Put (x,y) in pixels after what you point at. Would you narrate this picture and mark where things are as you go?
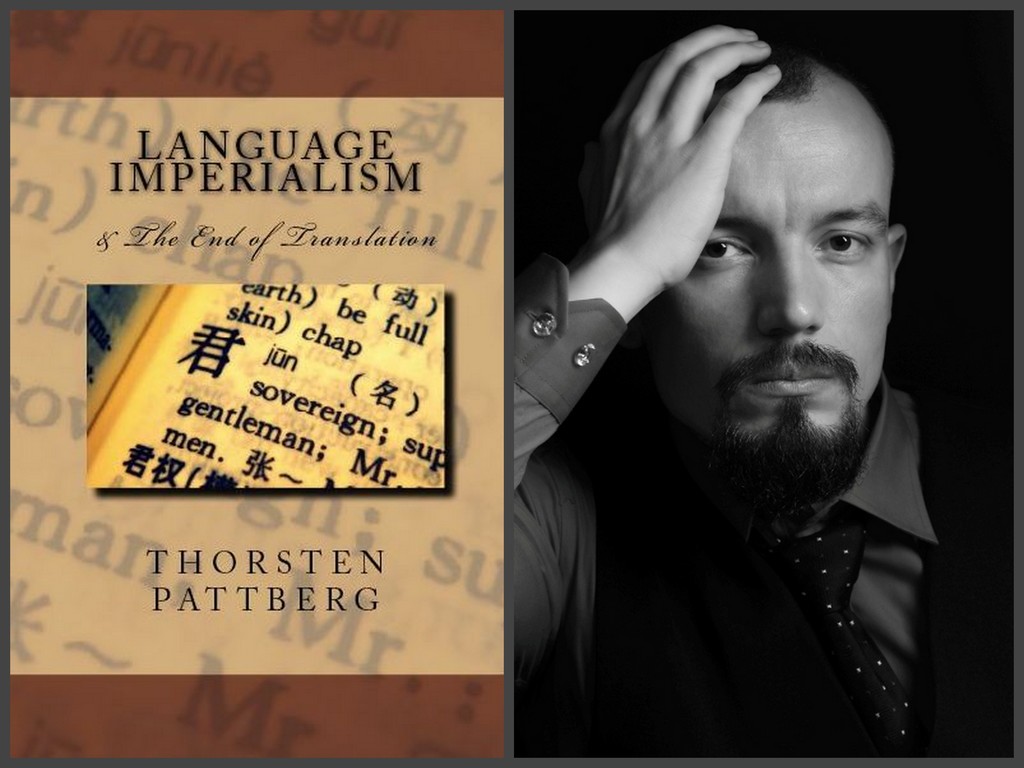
In this image we can see a collage of pictures. On the right side of the image (688,406) we can see a black and white photo (808,318) of a person (757,141). On the left side of the image (228,569) we can see a picture (339,525) with some text (197,609).
